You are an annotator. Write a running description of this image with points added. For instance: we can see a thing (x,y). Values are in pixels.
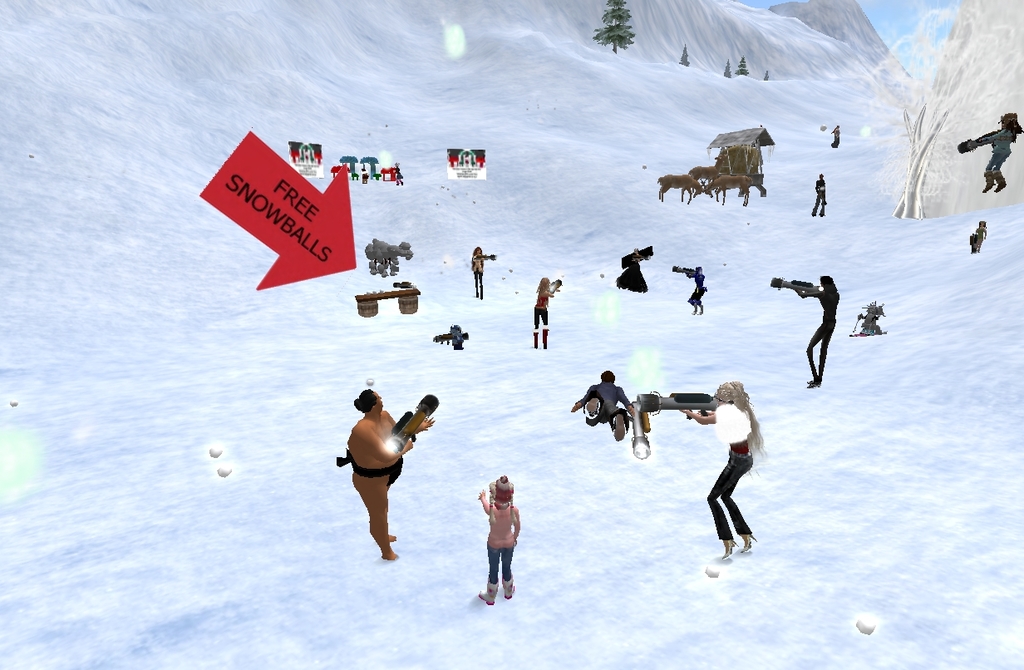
As we can see in the image there is animation picture. There are few people (1004,153), animals (731,185), trees (682,56) and snow (591,155).
